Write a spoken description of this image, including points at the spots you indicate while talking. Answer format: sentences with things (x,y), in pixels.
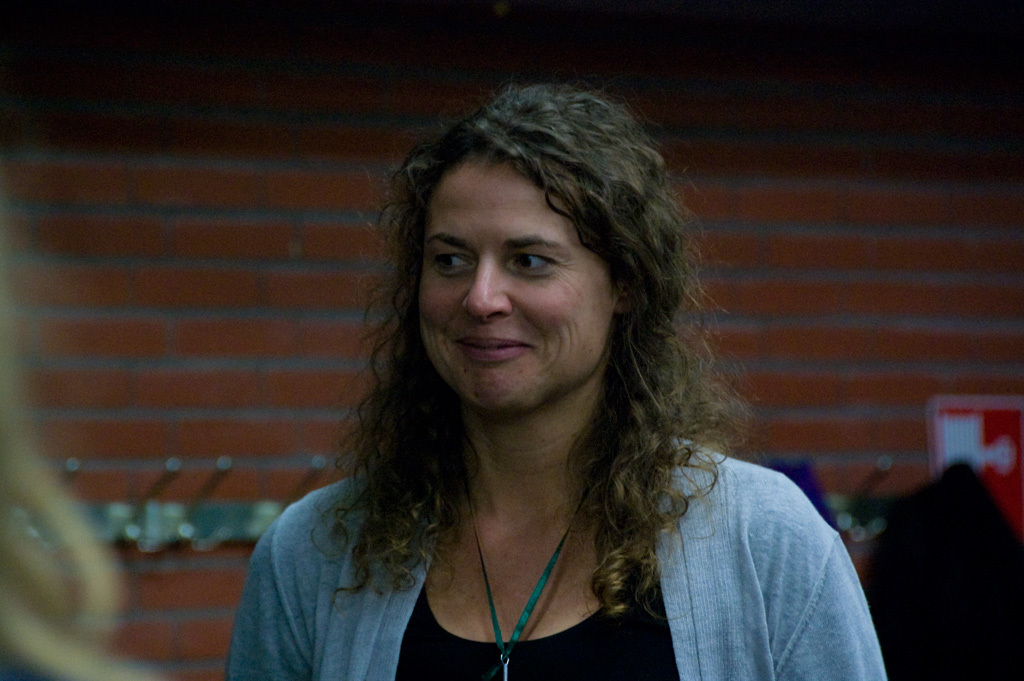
In front of the picture, we see a woman (547,530) in the black and blue dress (722,586) is smiling. Behind her, we see a brown wall (762,284). On the left side (168,473), we see a wall hanger (202,503). On the right side (964,431), we see a red color board (939,445) and a wall hanger (849,501) to which a black color dress (941,531) is hanged. This picture is blurred in the background (832,390).
